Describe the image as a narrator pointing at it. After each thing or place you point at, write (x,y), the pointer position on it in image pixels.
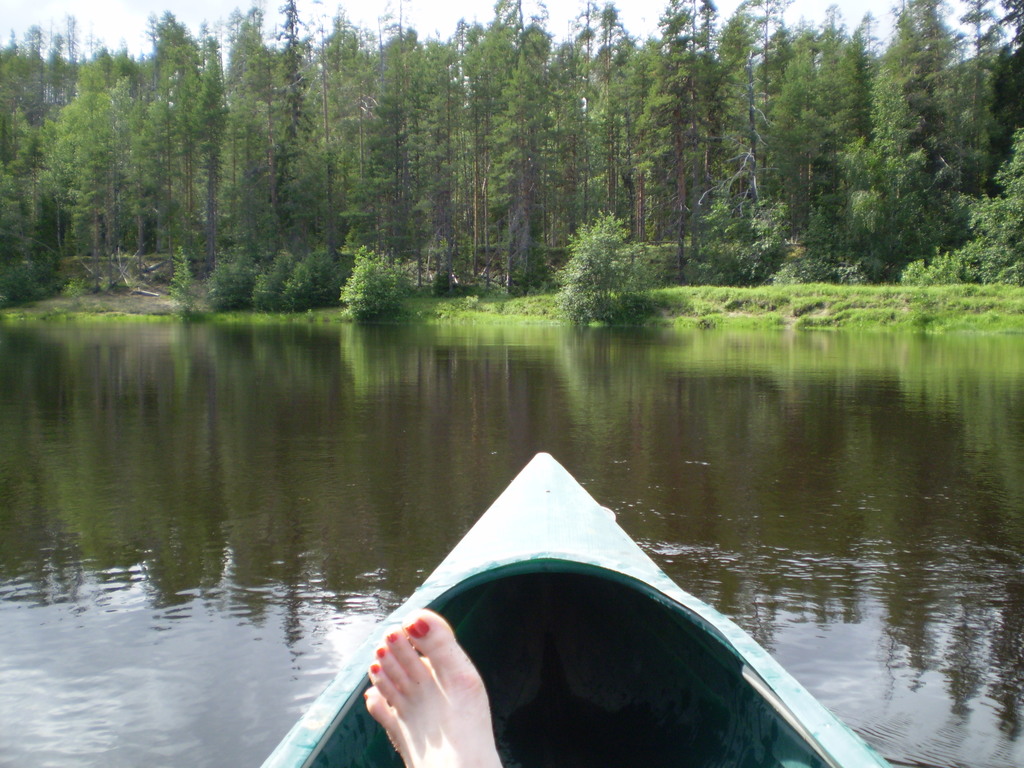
At the bottom of the image (431,695) we can see persons foot (467,688) in boat (551,636) sailing on the river (491,473). In the background (909,316) we can see trees (6,122), plants (761,243), grass (727,293) and sky (377,27).
